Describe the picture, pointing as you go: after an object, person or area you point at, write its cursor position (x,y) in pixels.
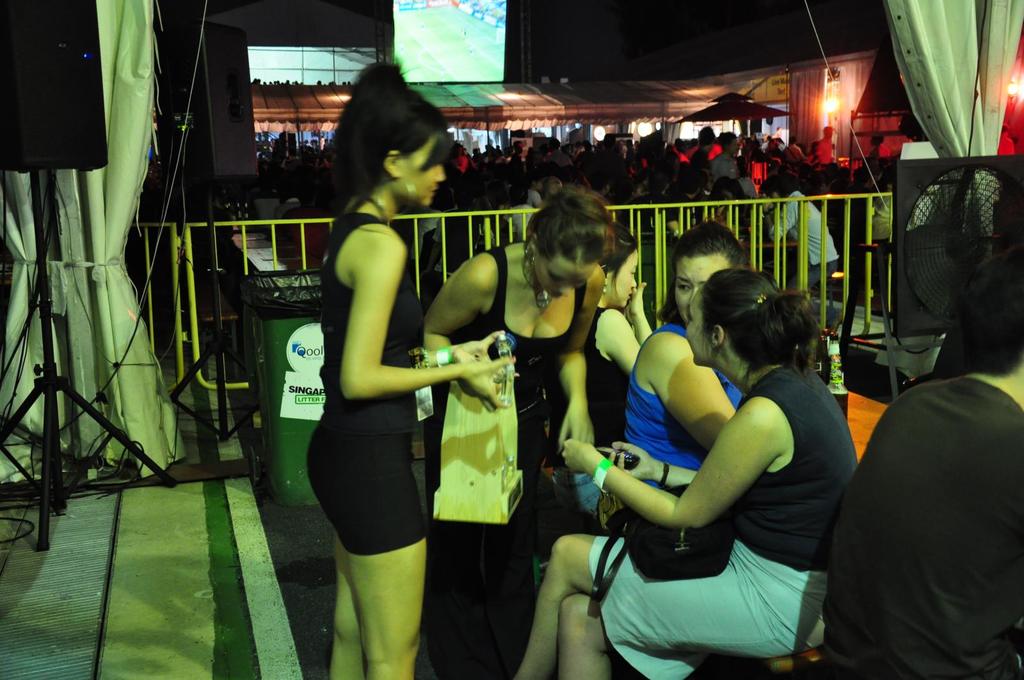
On the right side (819,384), there are women (771,408) in different color dresses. One of them is holding a bottle (507,396) and standing. On the left side (27,118), there is a speaker (45,100) attached to a stand (32,182) and there is a white color curtain (109,306). In the background (262,88), there is a fence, there is a white color curtain (939,34), there are persons (292,196), there is a screen (499,9) arranged in front of a building (508,88), there is a light (828,102) attached to the wall (847,71) of a building (288,53) and a banner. And the background (739,10) is dark in color.
